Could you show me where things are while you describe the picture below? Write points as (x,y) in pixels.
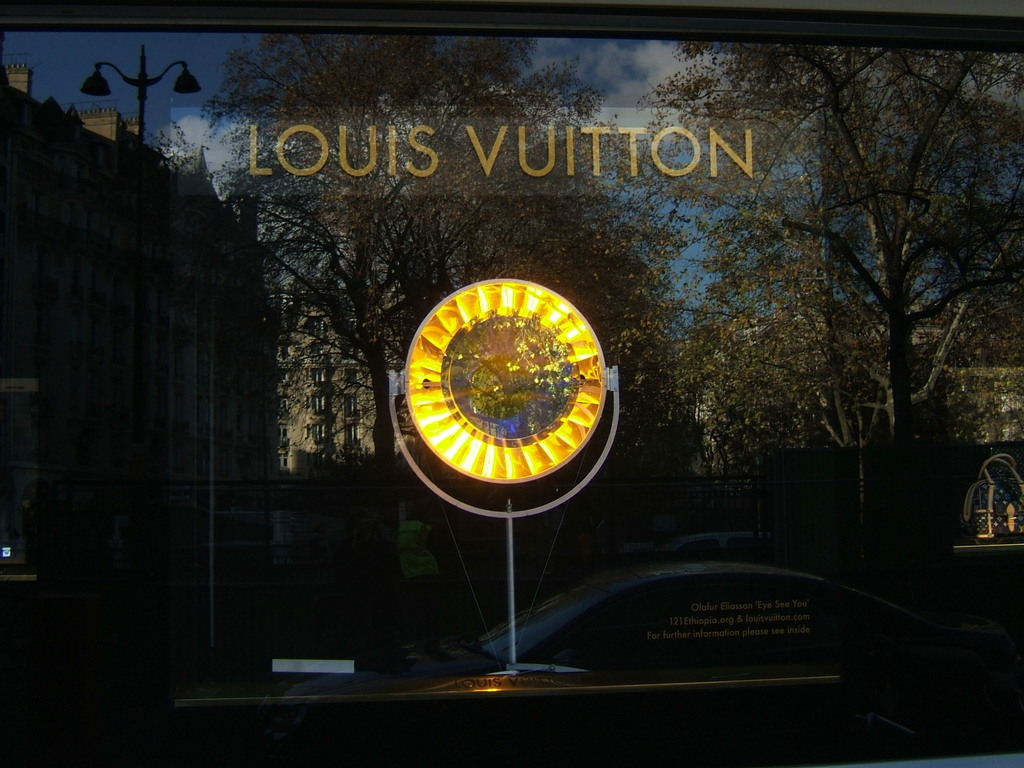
In this picture we can see an object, here we can see some text (665,632) and in the background (653,628) we can see vehicles (828,654), trees (909,416), person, buildings (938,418), pole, sky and some objects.
